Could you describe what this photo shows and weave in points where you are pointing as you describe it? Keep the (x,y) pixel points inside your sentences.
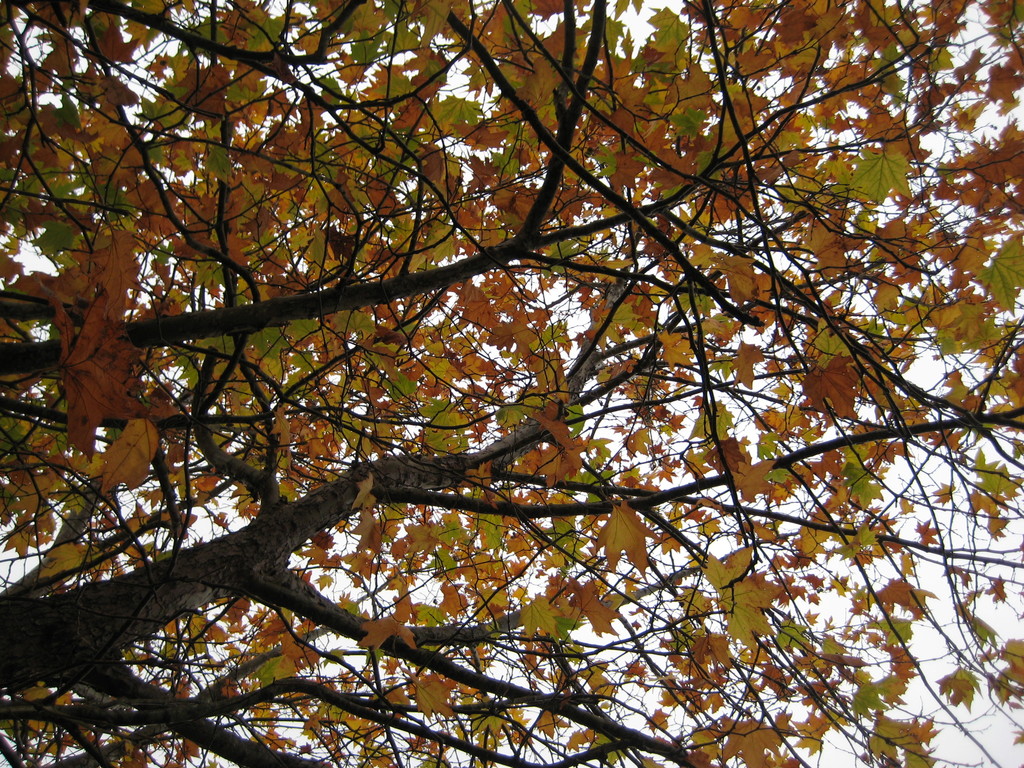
In the picture I can see trees (549,371). In the background (606,459) I can see the sky (823,491).
